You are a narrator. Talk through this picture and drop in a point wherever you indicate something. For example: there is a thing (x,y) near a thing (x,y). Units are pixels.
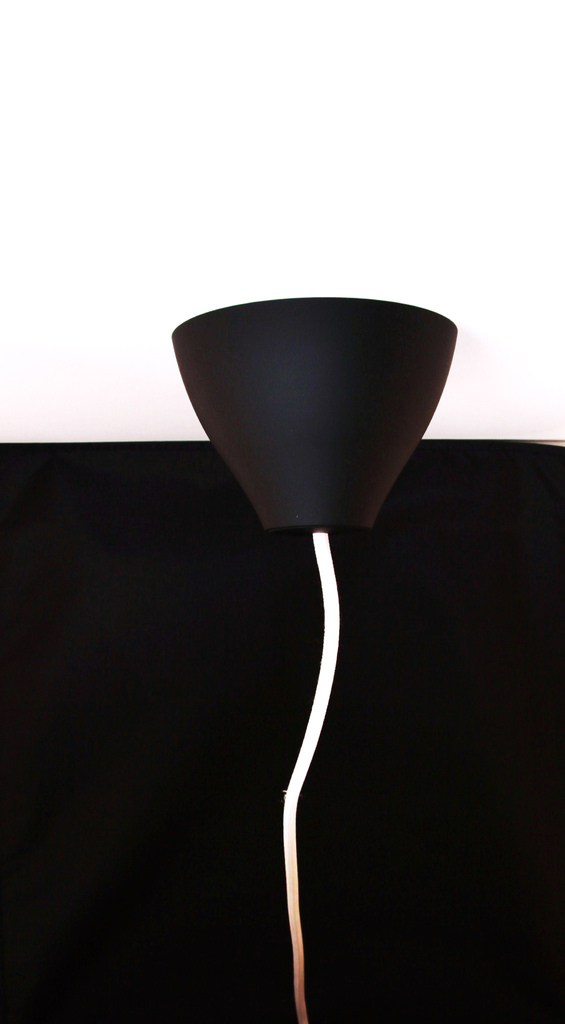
In this image there is a black color object (278,393) and a white color light (325,711) in the form of a wire (308,760), there is a black color background (263,825) covered with half portion.
